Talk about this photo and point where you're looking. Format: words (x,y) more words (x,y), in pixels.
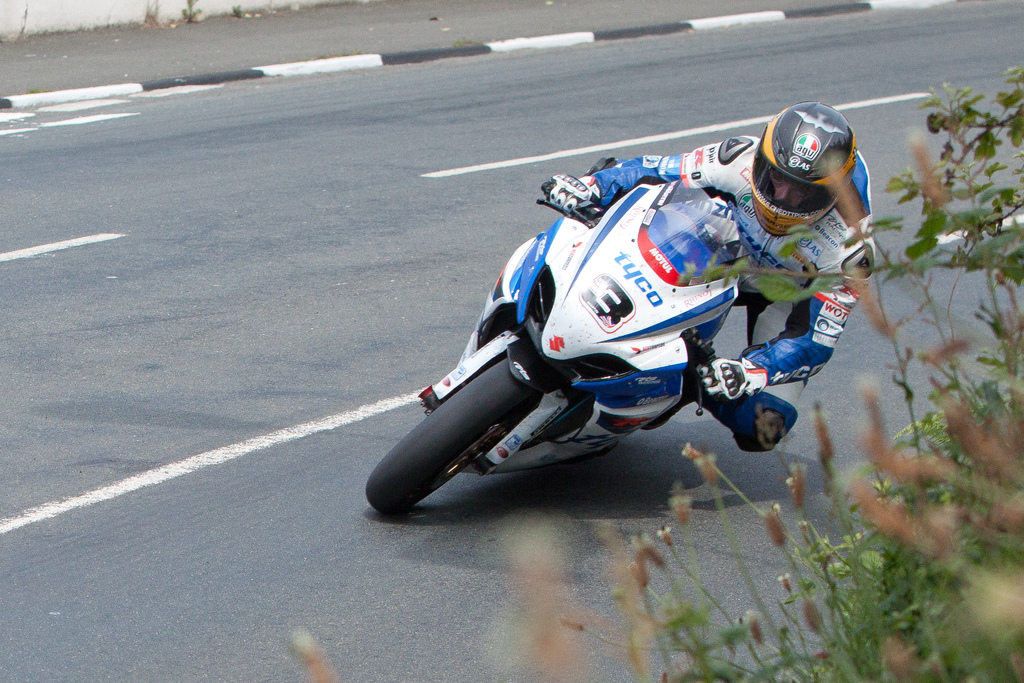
In this image we can see a person (863,168) wearing a helmet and riding a bike (626,395) on the road (721,441) and we can see the text (622,298) on the bike (637,324) and there are some plants (786,650) on the right side of the image (984,606).
